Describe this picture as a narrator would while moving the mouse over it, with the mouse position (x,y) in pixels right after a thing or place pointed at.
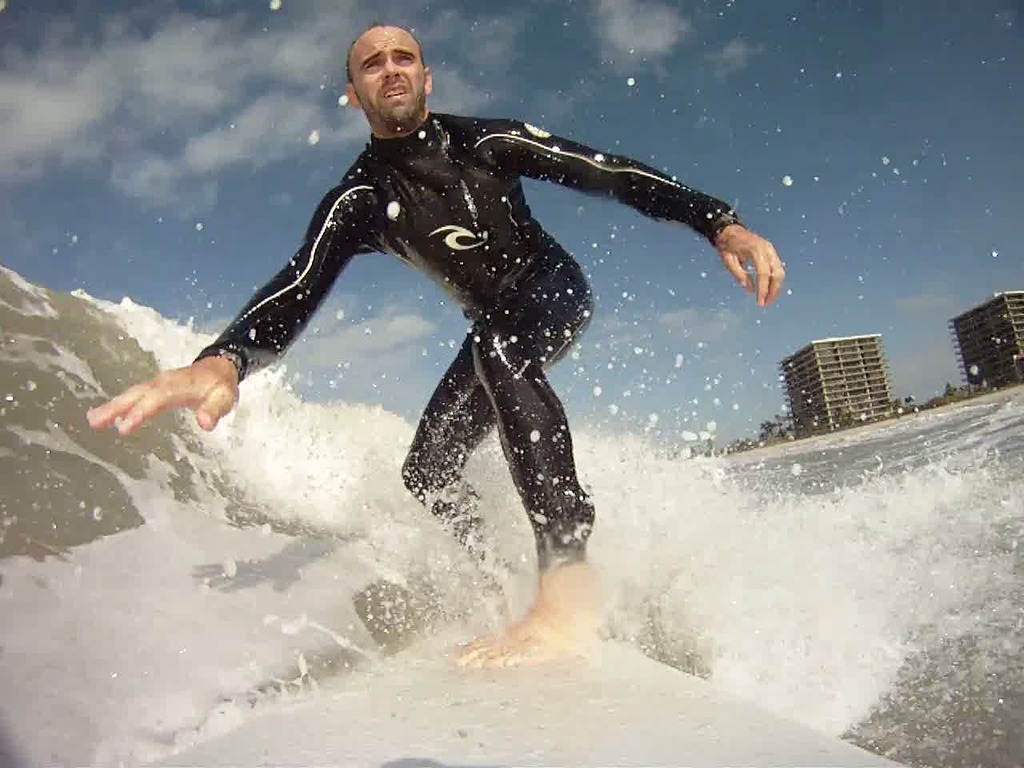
In this image I can see a person (287,307) surfing in water (490,568), the person (459,193) is wearing black dress (502,200), background (917,218) I can see building (961,321) in white color and sky (909,200) in blue and white color.
